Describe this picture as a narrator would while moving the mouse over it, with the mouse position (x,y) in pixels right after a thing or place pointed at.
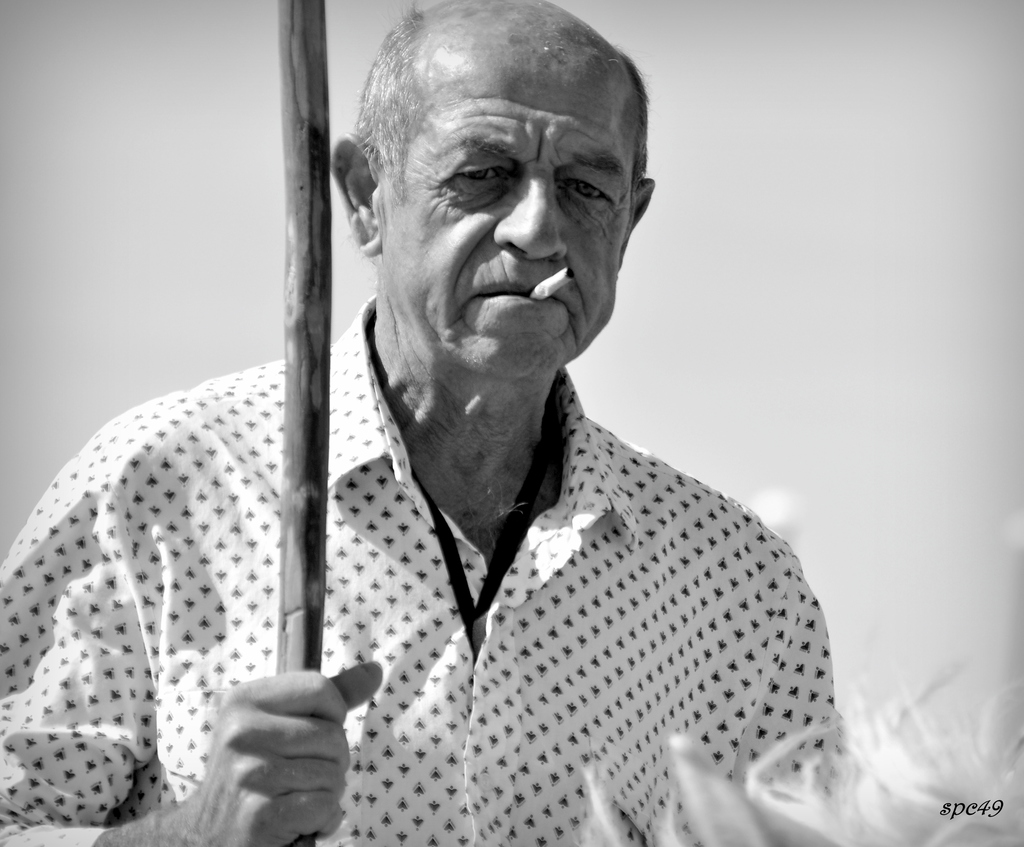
It looks like a black and white picture. We can see a person (467,451) is holding a stick (327,390) and on the image there is a watermark (957,810).
